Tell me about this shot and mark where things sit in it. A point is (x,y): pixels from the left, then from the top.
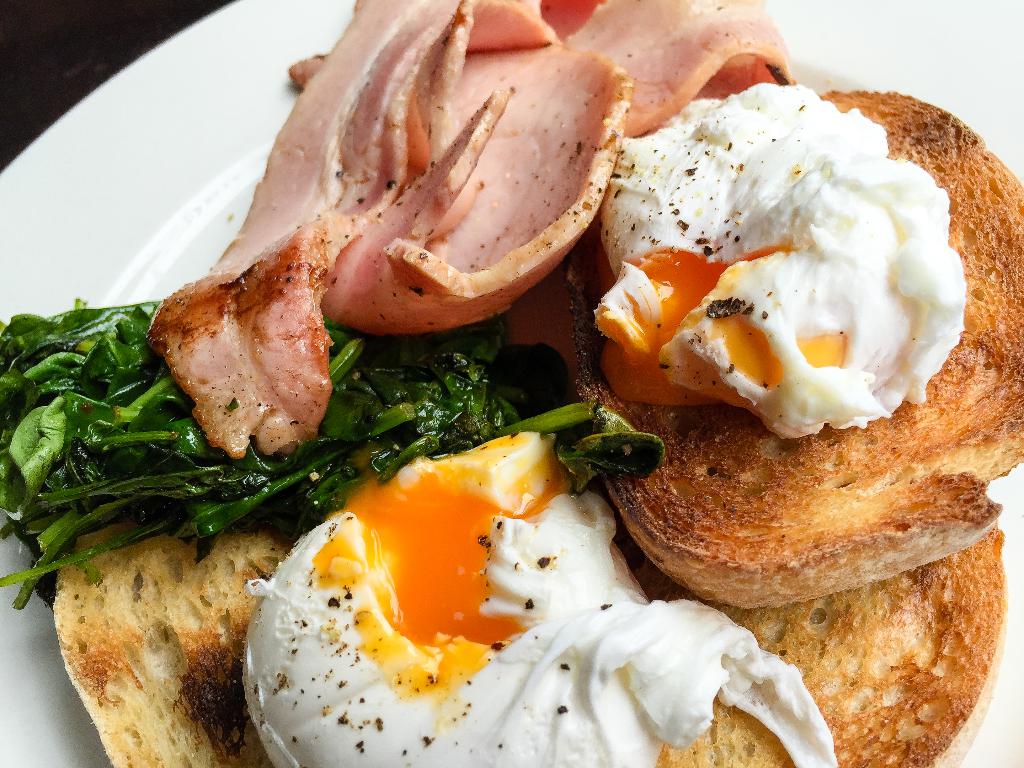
In this image we can see some food item (724,576) like meat (424,288), leaves (277,515) and some toasted breads (751,575) which are kept in a white color plate (152,152).
